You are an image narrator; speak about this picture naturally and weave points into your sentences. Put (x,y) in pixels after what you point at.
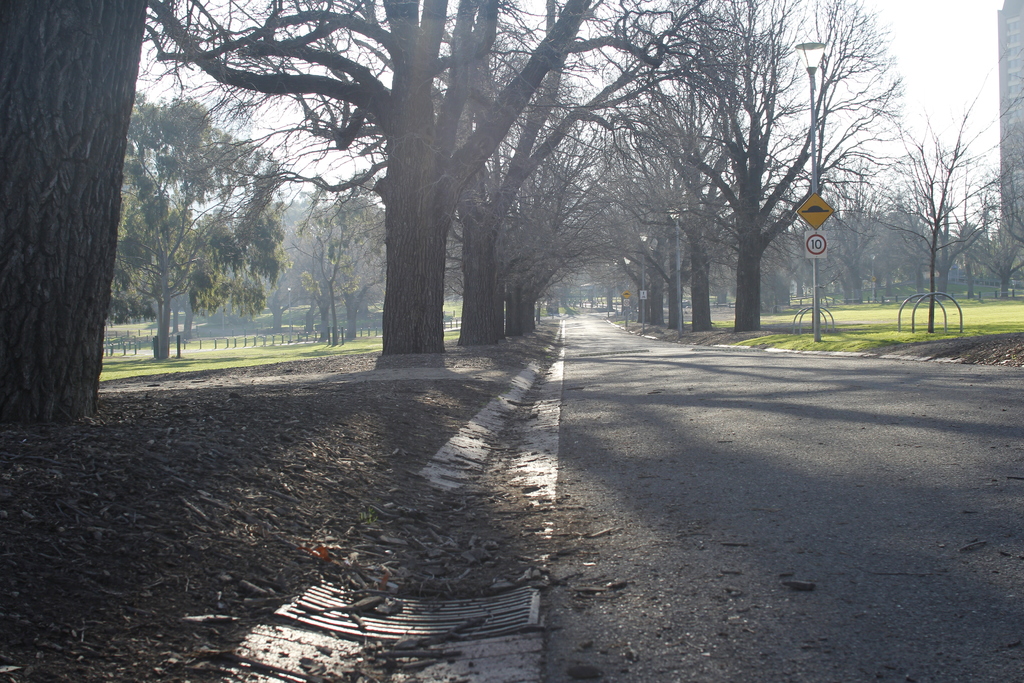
In the image there is a road (700,431) on the right side (703,523) with trees (721,257) on either side of it on the garden (964,338) and above its sky (966,44).
